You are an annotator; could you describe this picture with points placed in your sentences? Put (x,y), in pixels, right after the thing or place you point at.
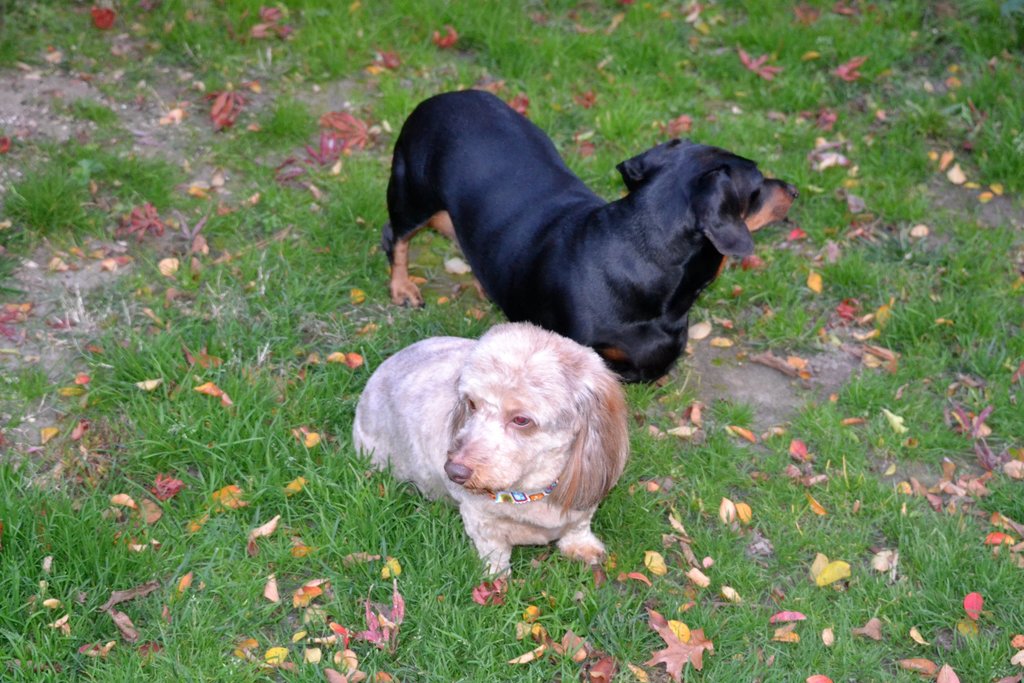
In this image I can see two dogs (506,551) in brown, white and black color. I can see few dry leaves (836,564) and the green grass (856,271) on the ground (856,271).
